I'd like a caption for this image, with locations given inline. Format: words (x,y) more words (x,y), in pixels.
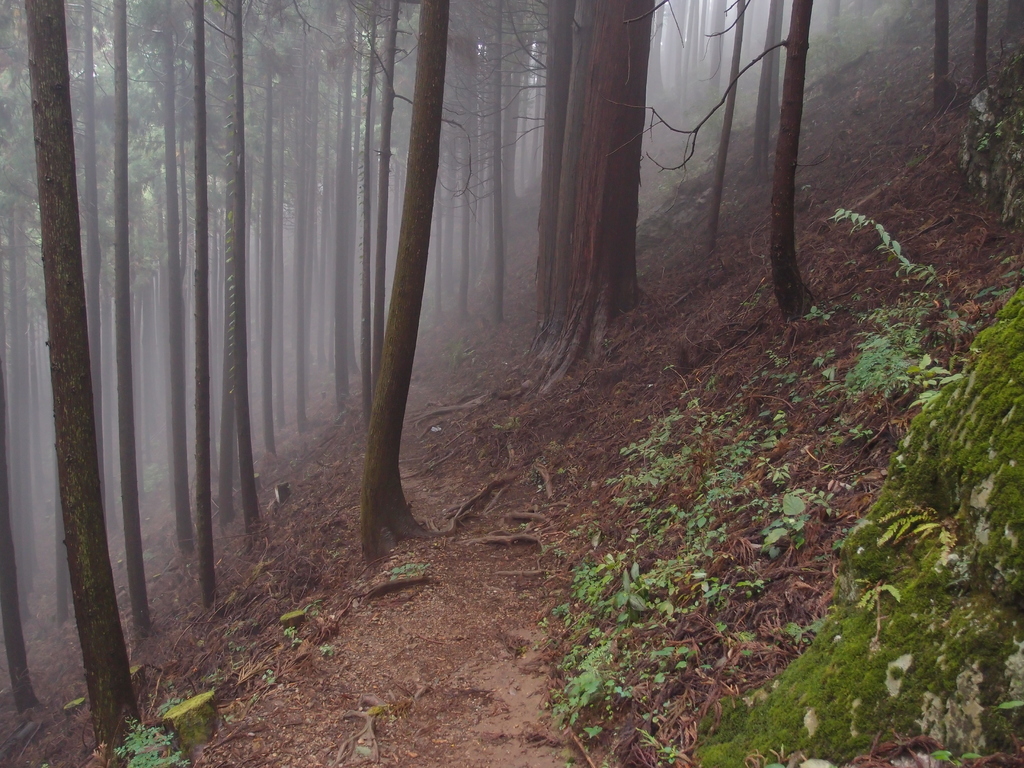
In this picture we can see plants (639,596), trees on the path (470,681) and a fog (289,306).
